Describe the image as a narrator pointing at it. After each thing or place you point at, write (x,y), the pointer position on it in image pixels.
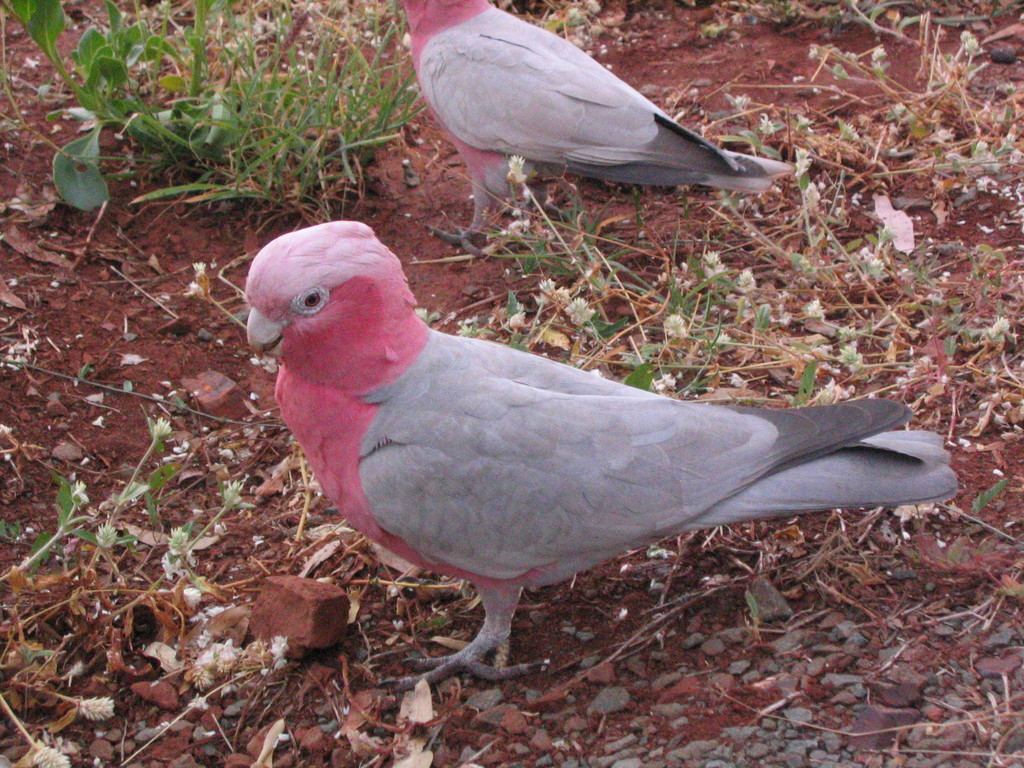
In the image there are two birds (416,531) standing on the ground (499,334) and around the birds (352,341) there are stones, grass (296,182) and plants (554,290).
